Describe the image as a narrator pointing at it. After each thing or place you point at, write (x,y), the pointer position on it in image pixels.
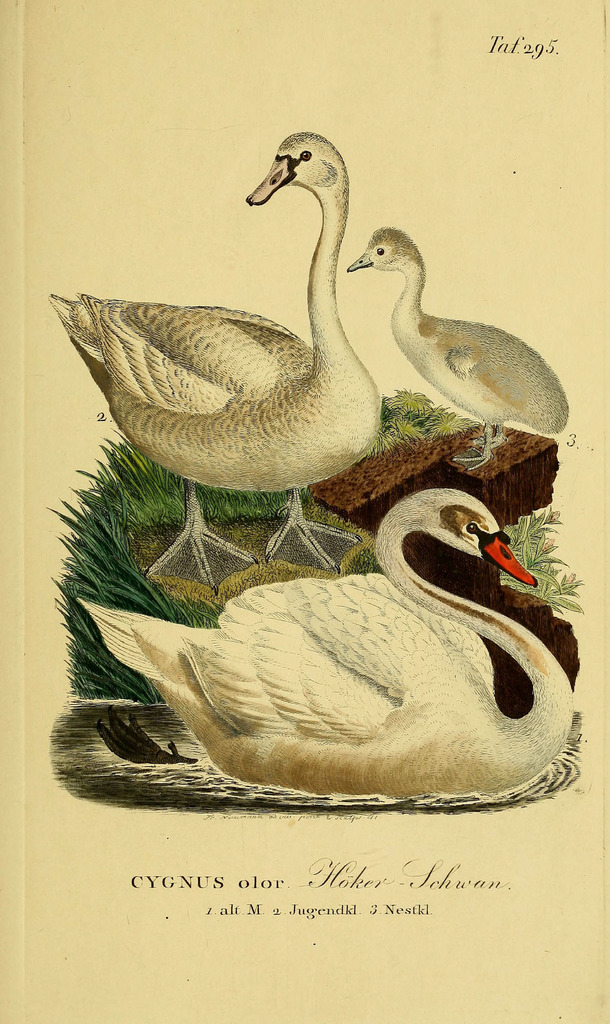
In this image there is a painting (337,356) of few images (407,321) and some text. A swan (266,753) is in water (178,745). Behind a swan (194,534) is standing on the land (244,537) having some grass (222,510) and few plants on it. A swan (405,323) is standing on the rock (504,453). Bottom of image (332,913) there is some text (323,910).
